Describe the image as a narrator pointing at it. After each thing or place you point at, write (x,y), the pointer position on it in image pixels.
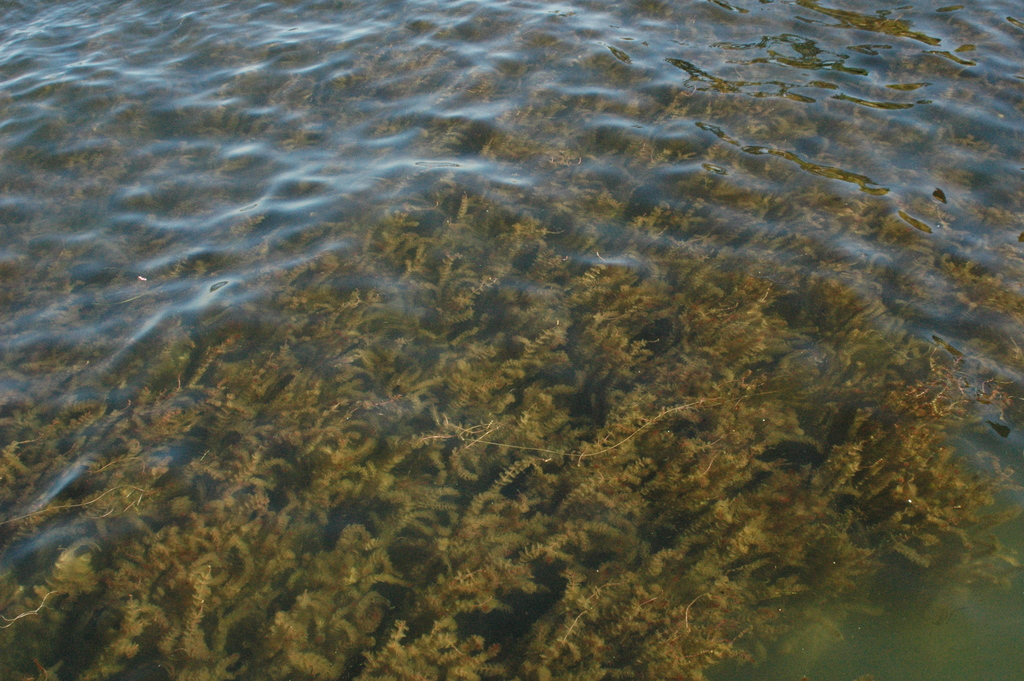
In this image we can see water plants (564,451) and water (341,350).
